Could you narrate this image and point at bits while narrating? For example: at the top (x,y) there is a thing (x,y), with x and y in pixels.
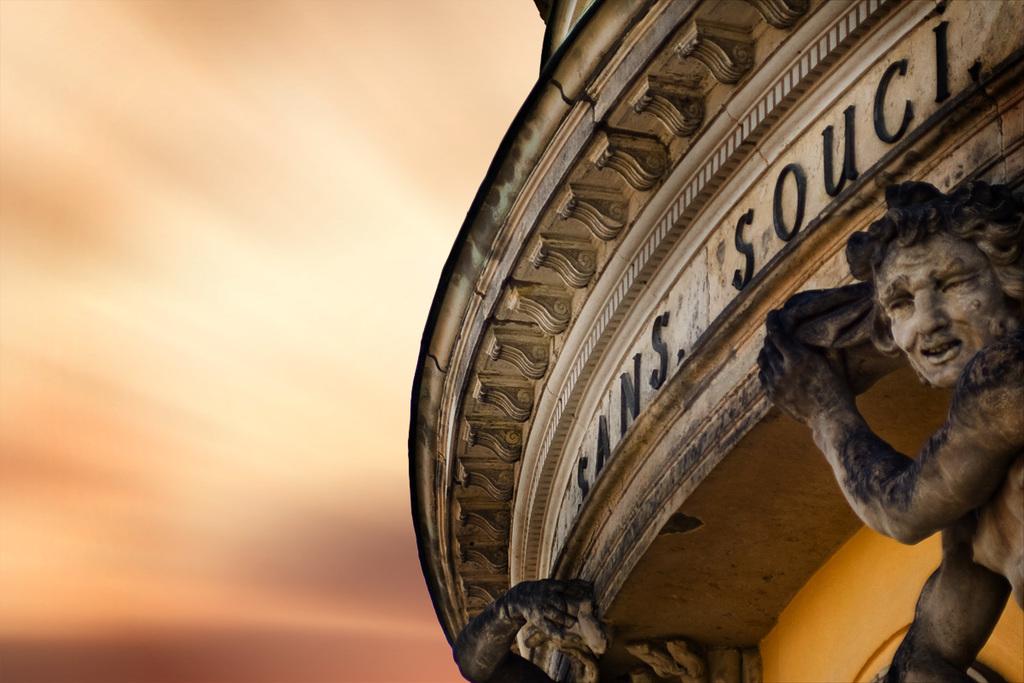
In this image I can see the statues (789,402) to the building (671,514). I can see the building (652,464) is in cream and black color and there is a blurred background (110,623).
